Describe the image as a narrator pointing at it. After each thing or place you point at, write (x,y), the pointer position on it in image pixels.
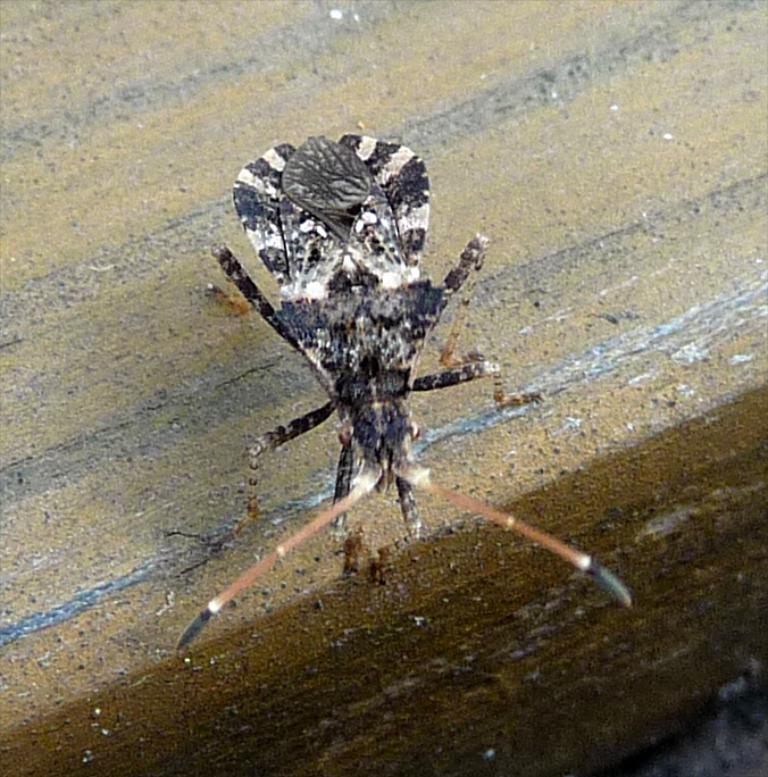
In the picture I can see a flying insect (272,225) and it is looking like a wooden block (643,472).
